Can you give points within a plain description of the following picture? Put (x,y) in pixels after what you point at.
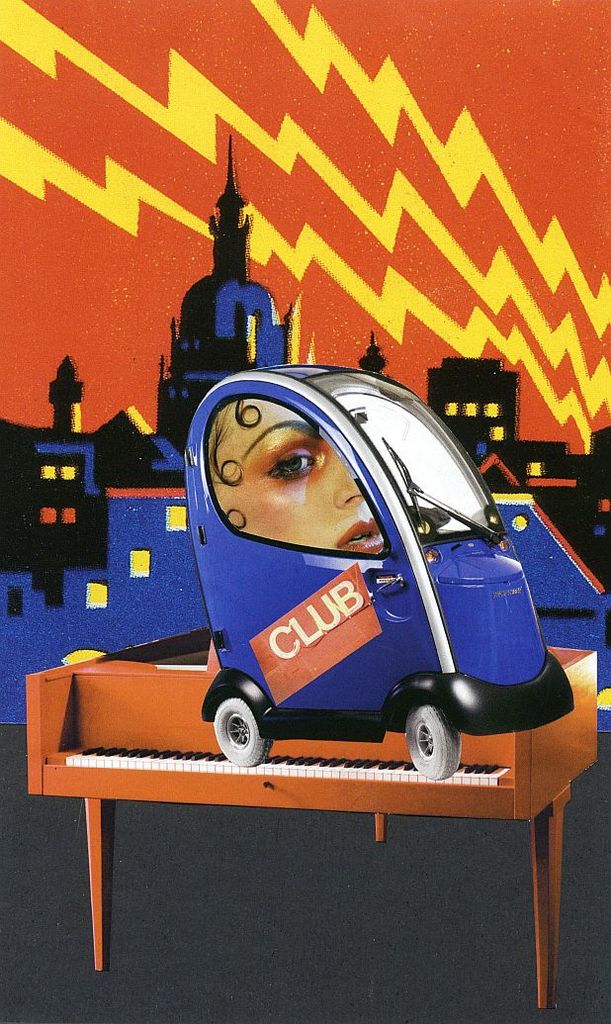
In this picture there is a poster (381,305). In the poster (232,479) I can see the car (320,652) which is placed on this piano table (404,749). On the car's window (269,506) I can see the woman's face (297,497). In the back of the poster (230,365) I can see the buildings (225,348).
